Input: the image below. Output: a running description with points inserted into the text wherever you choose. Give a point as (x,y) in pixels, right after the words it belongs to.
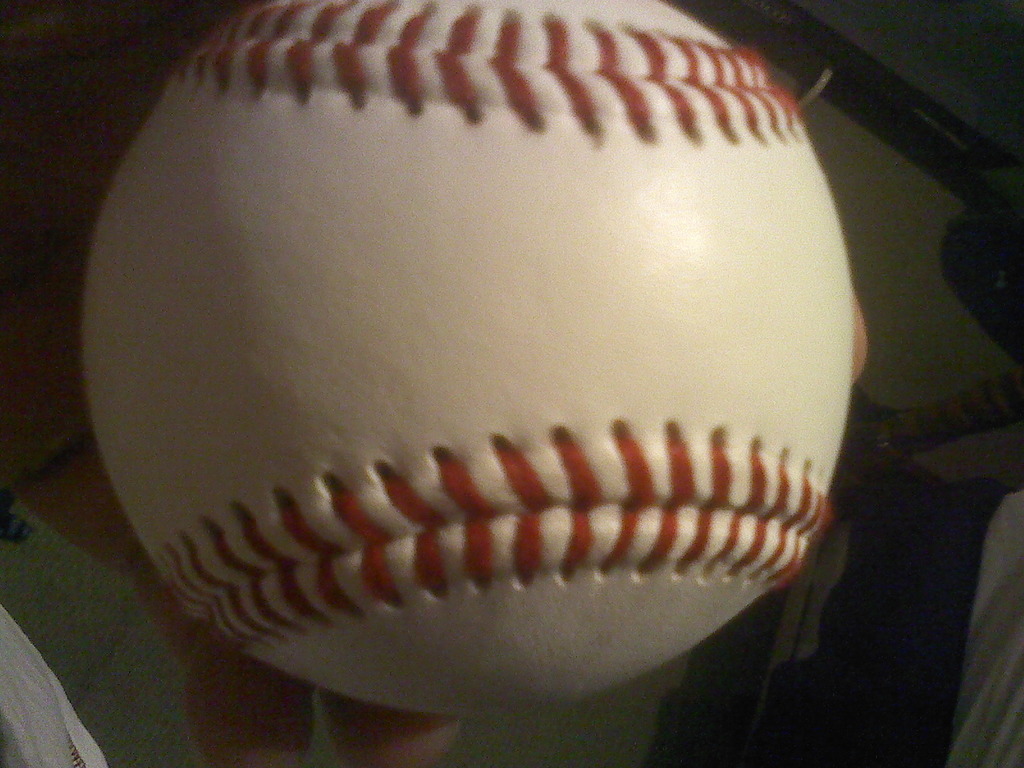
In this image I can see a human hand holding a ball (407,390) which is white and red in color. I can see few other objects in the background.
